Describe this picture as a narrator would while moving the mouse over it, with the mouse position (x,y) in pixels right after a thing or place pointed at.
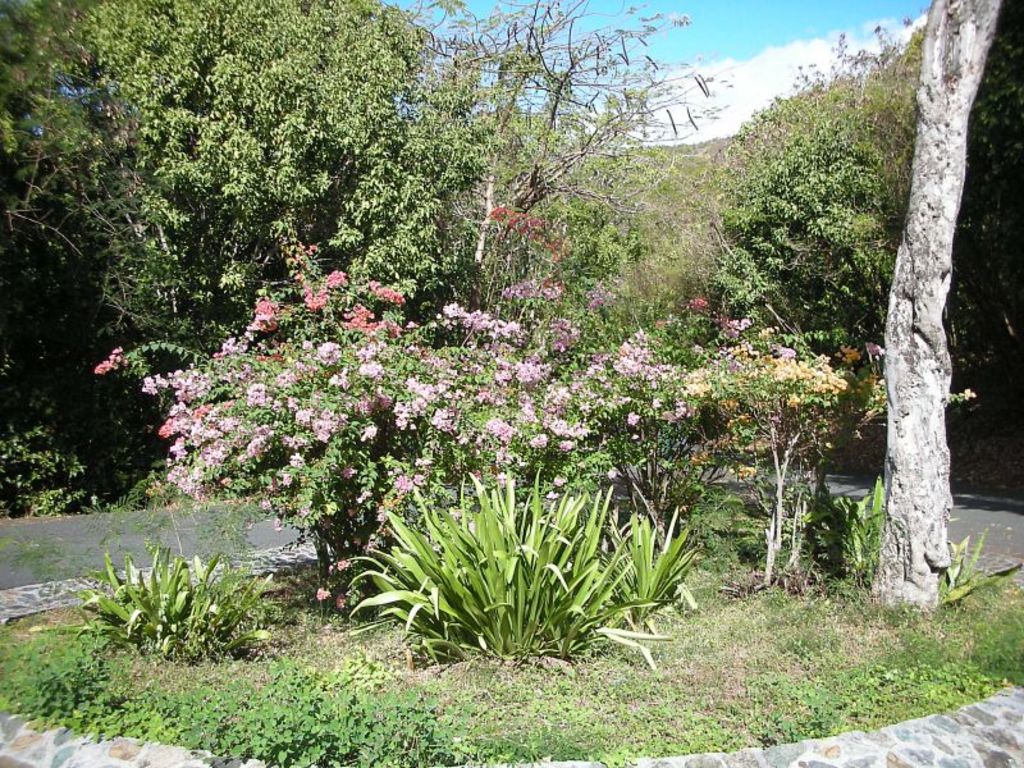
This is an outside view. In the middle of the image (380,360) there are few plants (509,572) along with the flowers (265,398). In the background (961,537) there is a road (1005,539) and there are many trees (657,151). On the right side (909,316) there is a tree trunk (899,339). At the top of the image (754,27) I can see the sky (783,63) and clouds (766,75).
